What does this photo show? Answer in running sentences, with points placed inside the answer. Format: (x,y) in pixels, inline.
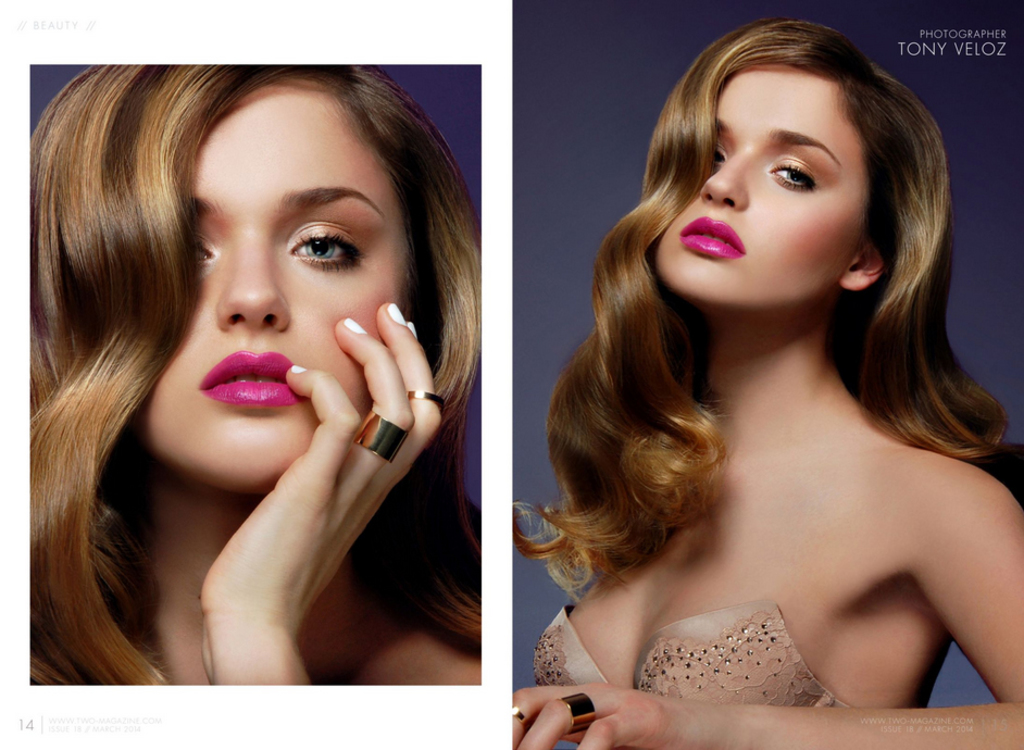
This picture is a collage of two images. In these two images I can observe a woman (662,333). In the top right side (953,46) I can observe text (953,46).
